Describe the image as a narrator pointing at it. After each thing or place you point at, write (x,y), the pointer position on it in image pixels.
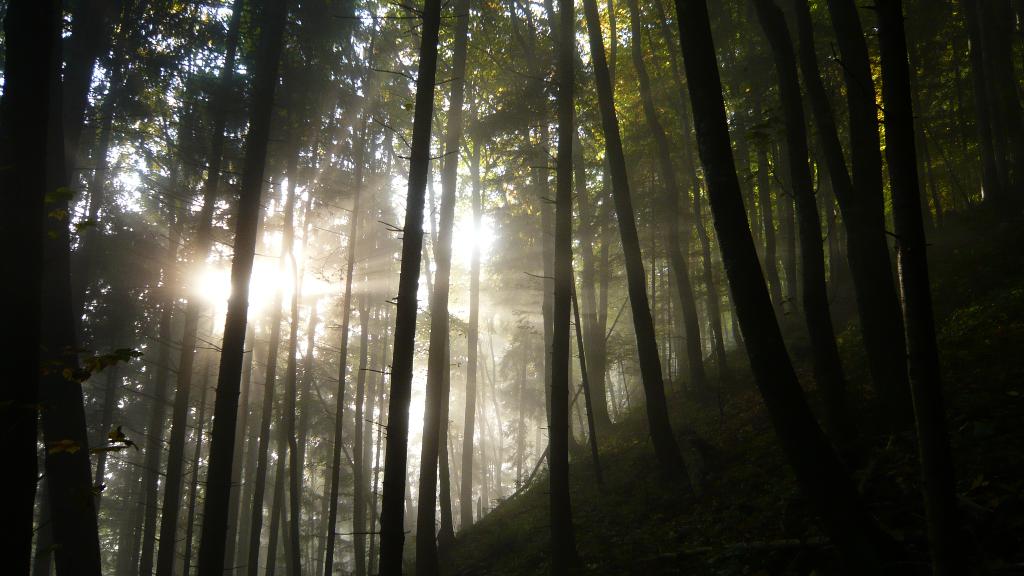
In the foreground of this image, there are trees (264,447). In the background (267,287), there is the sun (258,270) and the rays (378,201).
